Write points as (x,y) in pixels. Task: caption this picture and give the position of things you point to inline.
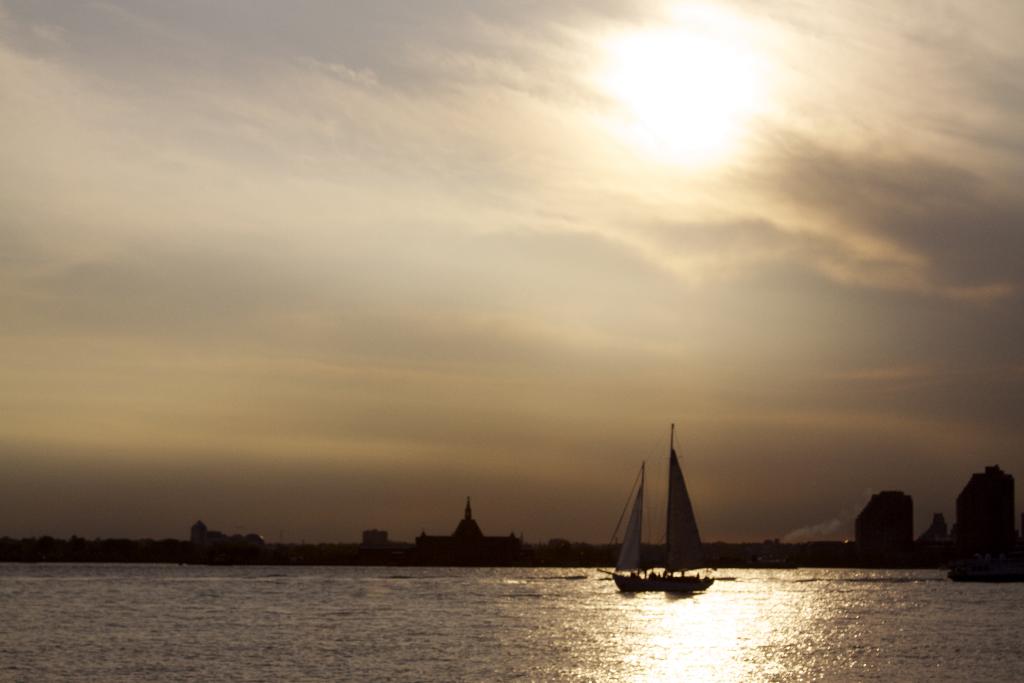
Here in this picture we can see water (196,604) covered over the place (107,590) and we can also see boats (669,571) present in the water (668,608) and in the far we can see some buildings (508,544) present and we can see the sky (548,398) is fully covered with clouds (524,302) and sun (682,138).
